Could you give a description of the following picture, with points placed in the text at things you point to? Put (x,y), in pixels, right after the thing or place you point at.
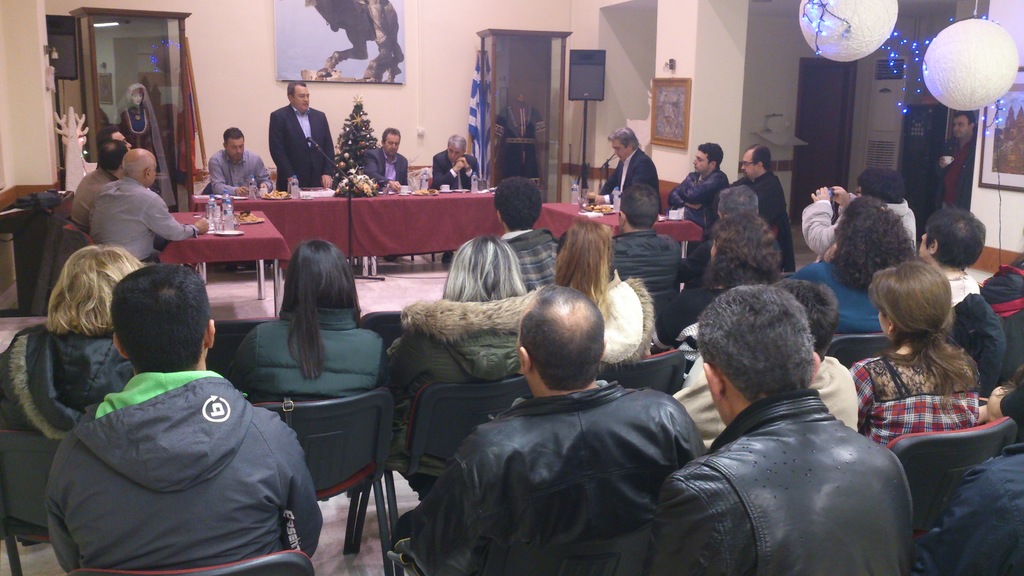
This picture shows a meeting room (841,207) where all the people (135,537) seated on the chair (16,564) and a person (317,159) standing and speaking to the audience (645,320).
